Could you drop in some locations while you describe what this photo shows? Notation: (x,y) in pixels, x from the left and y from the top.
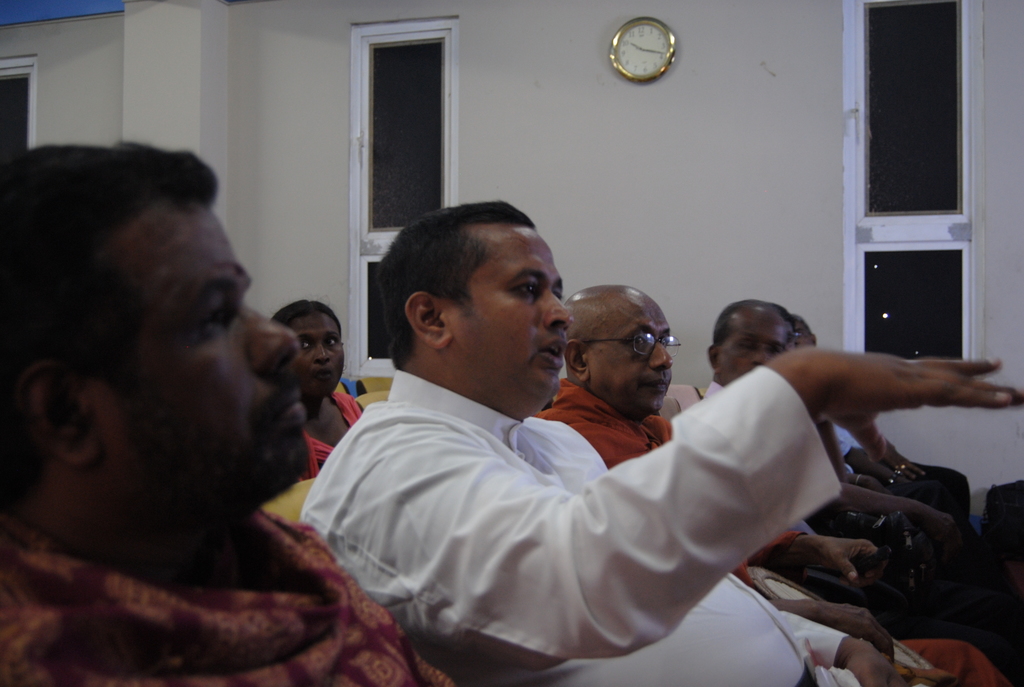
In this image we can see men (581,489) are sitting on chair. Behind one woman (324,443) is there. One man (553,563) is wearing white color shirt (570,575). Background of the image (813,104) white color wall (758,142) and glass window (891,153) is present. on wall (685,46) one clock (641,64) is there.
